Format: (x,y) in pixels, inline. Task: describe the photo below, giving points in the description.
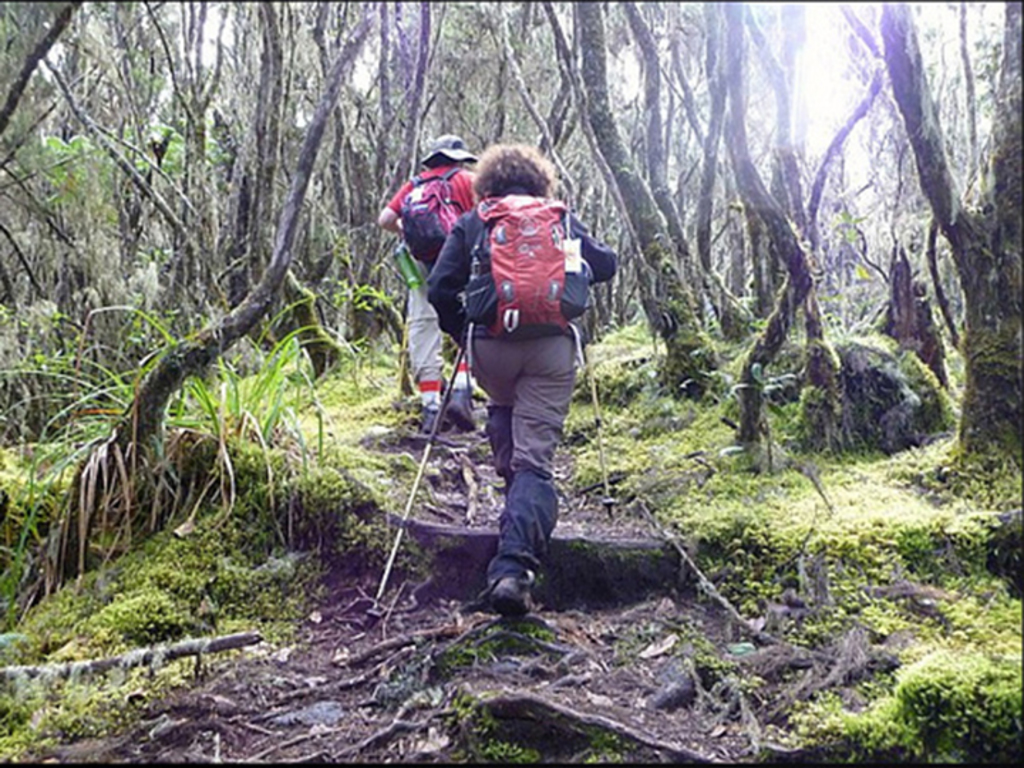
In this image we can see two persons (534,501) wearing backpacks (518,251) are walking on the ground (538,643) and a person (469,246) is holding a stick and there are few trees (624,271).
